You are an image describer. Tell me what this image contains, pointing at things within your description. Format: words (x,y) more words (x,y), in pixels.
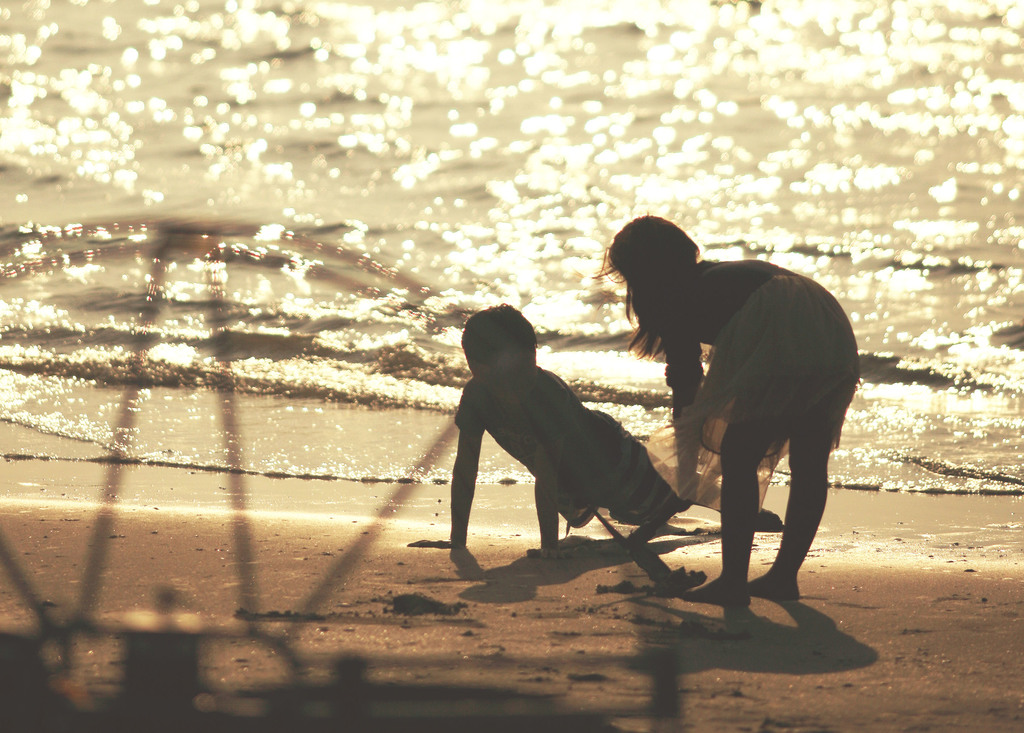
In this image, we can see kids (625,439) and at the bottom (281,521), there is water (293,312) and sand (275,580).
